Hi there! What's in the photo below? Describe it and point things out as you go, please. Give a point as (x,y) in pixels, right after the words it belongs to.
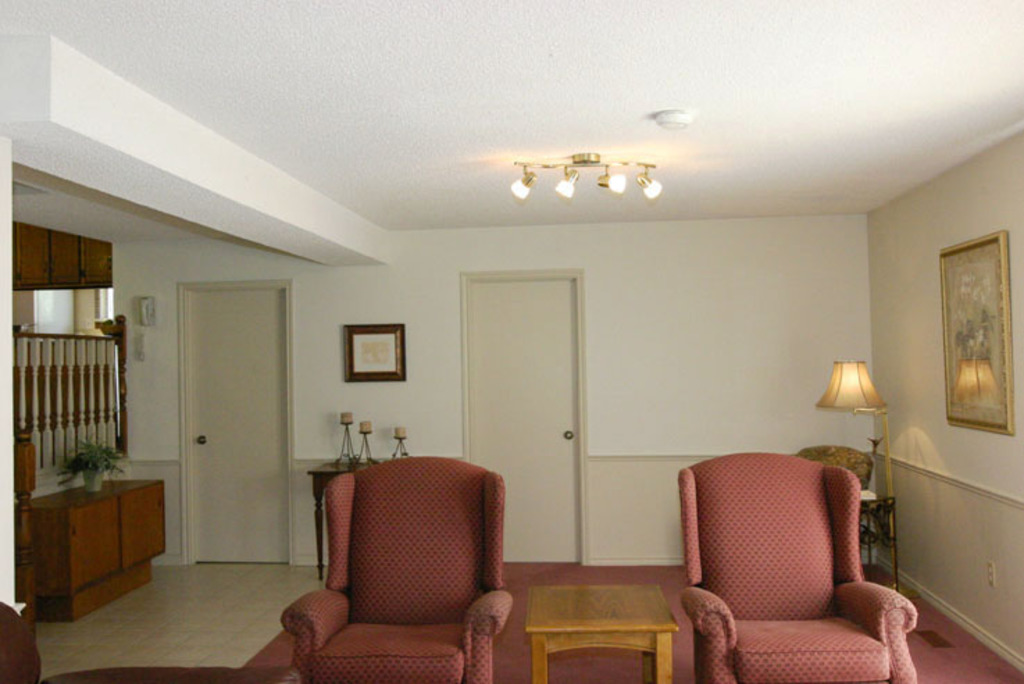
There is a room (633,492). There is a chair (465,524) and stool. We can see the background (566,408) there is a door (534,395), lamp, photo art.
